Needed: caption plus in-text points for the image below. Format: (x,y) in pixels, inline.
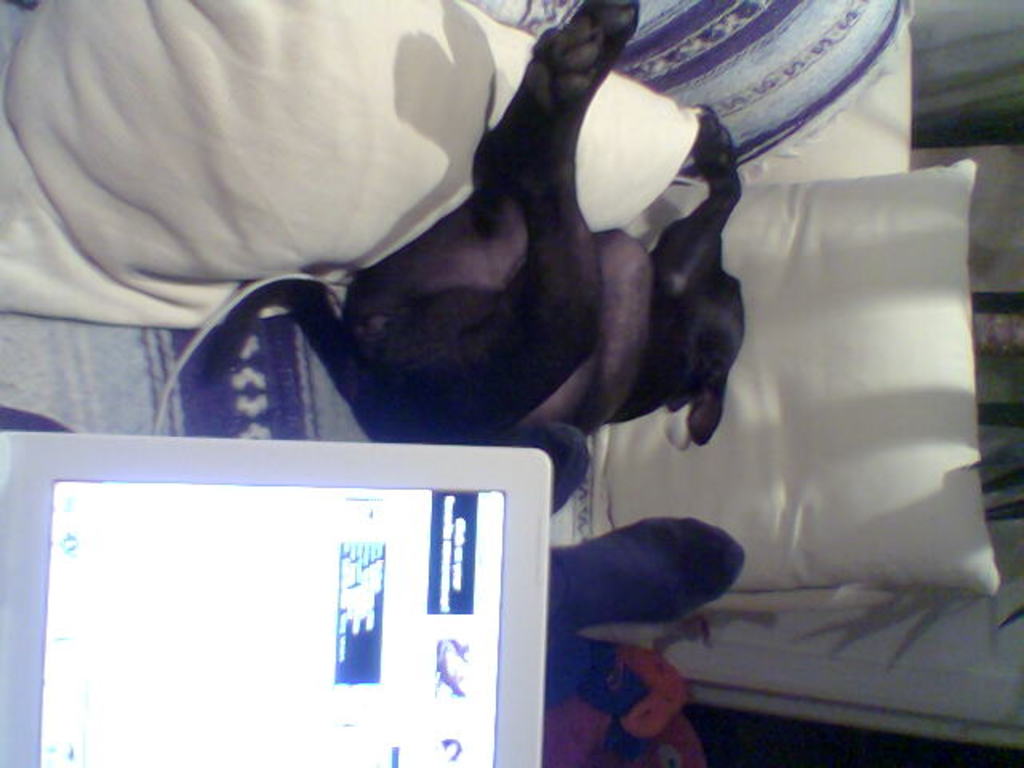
In this image I see the pillows (777,236) and I see a dog (526,268) over here and I see the screen (264,534) over here and I see that these pillows (598,226) and this dog (602,279) is on the couch (662,21).
